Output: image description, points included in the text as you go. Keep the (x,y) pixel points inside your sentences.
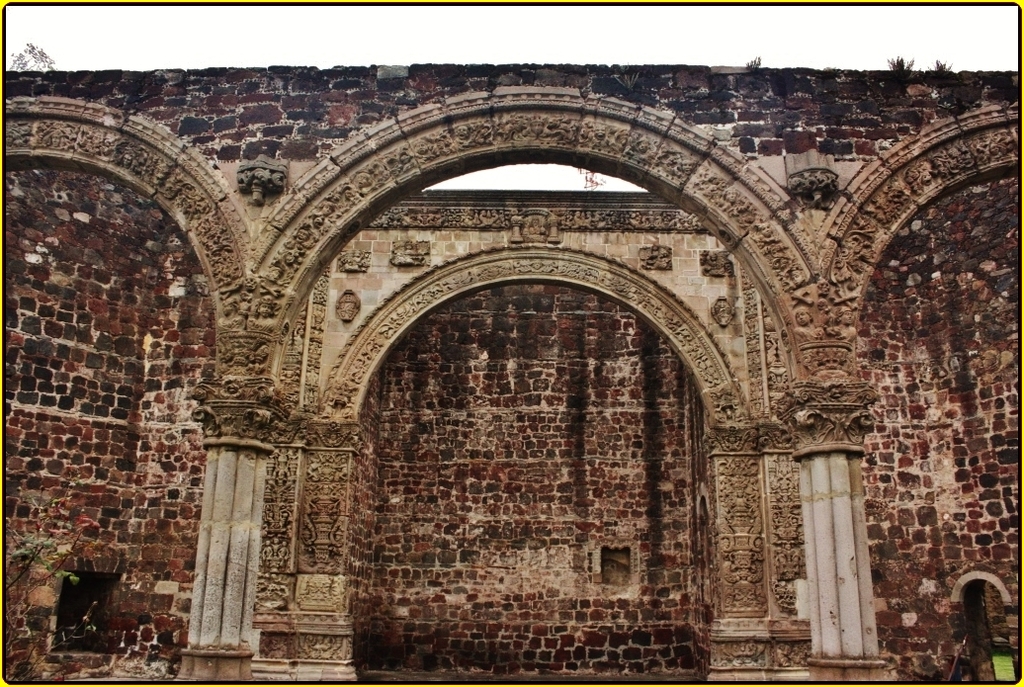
In this picture we can see arch (294,444).
